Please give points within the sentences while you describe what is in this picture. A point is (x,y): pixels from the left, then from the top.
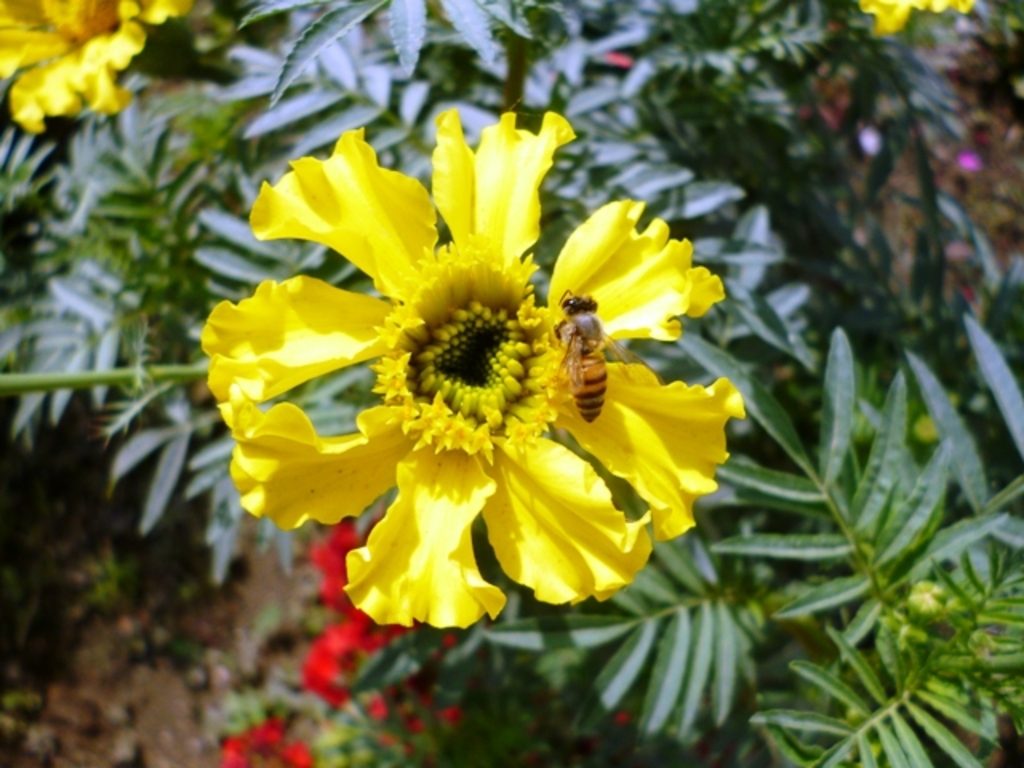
In the image there is a yellow flower (384,353) to the plant (413,292) and there is a honey bee (570,319) on the plant (527,357).
